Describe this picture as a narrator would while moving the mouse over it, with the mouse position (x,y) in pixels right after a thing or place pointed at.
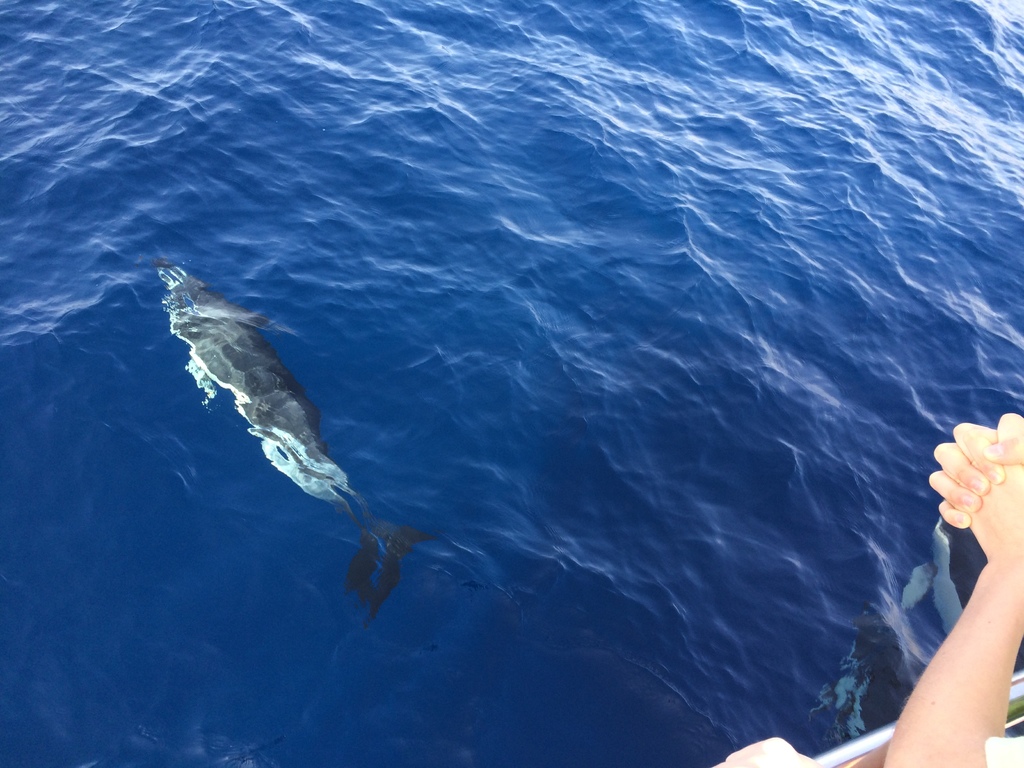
In this image there is a dolphin (316,458) in the water (319,531), in the right side (993,653) there is a person (983,621).
